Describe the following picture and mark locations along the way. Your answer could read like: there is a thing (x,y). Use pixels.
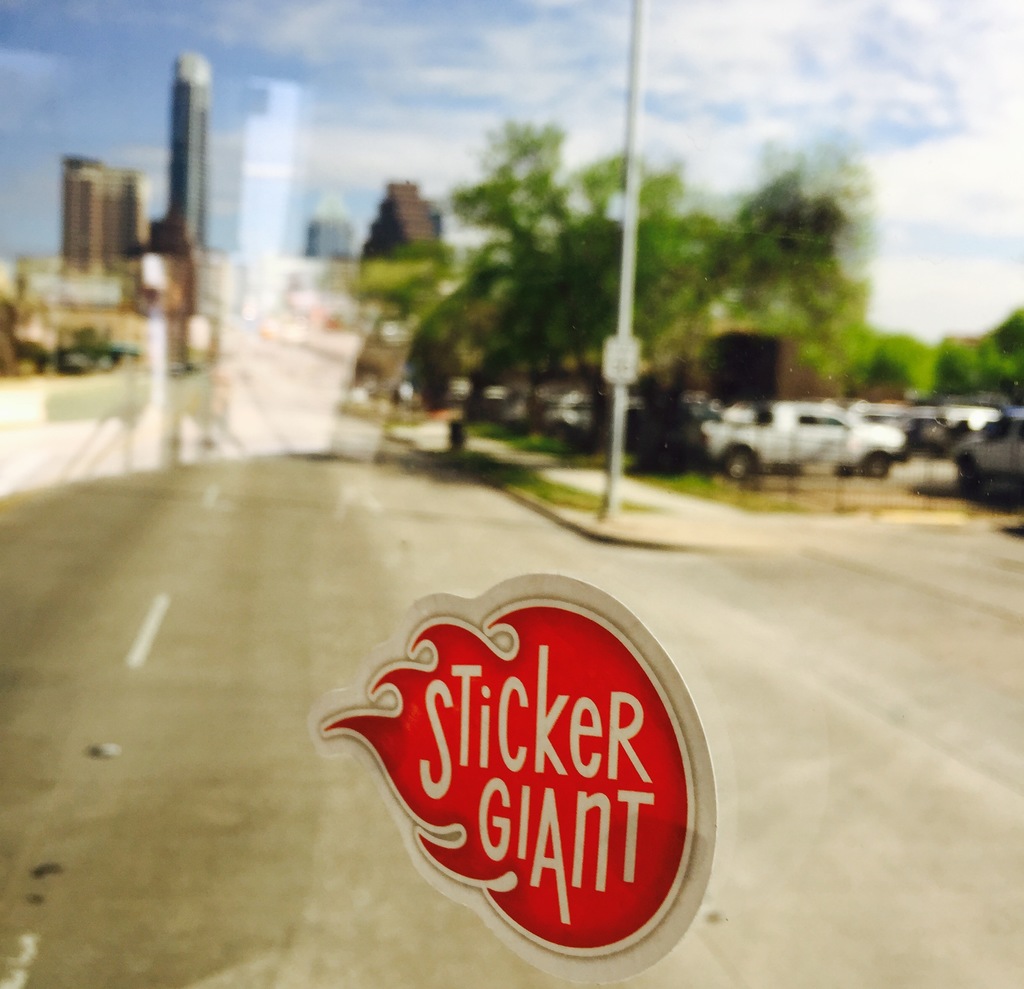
In front of the picture, we see a red color sticker (670,737) with some text (574,846) written on it. At the bottom (255,751), we see the road (220,668). On the right side (888,448), we see the cars (778,402) parked on the road (193,600). Beside that, we see the trees (690,334) and a pole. There are buildings (163,244) in the background (170,311). At the top (247,57), we see the sky (332,65) and the clouds (693,109). This picture is blurred in the background (520,328).
